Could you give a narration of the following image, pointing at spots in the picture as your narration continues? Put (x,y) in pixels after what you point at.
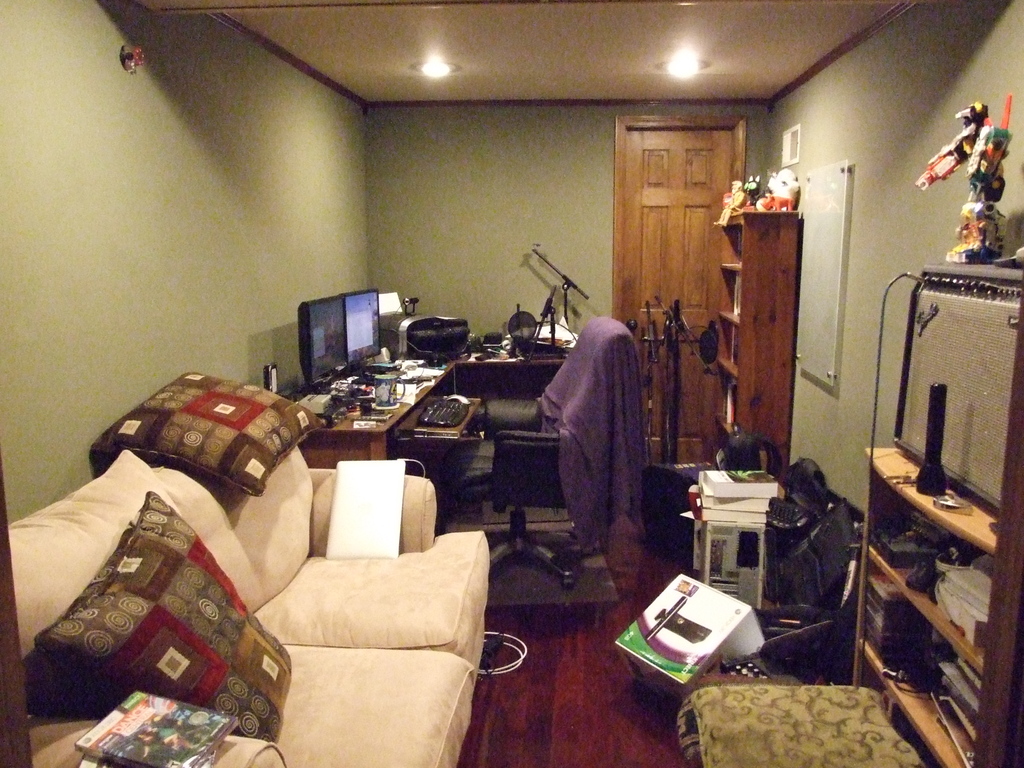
In this picture we can see a room (505,536) which consists of a sofa (385,655) there are two pillows (232,626) on the sofa (276,620) and we can see books (191,707) here on the left side of the image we can see two monitors (342,350) and a keyboard (451,406) here there is a Computer table (397,434) here we can see a cup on the table (376,433) and right side (685,220) you can a door (670,233) and wooden rack (749,285) and we can see a robot toy (977,184) on the ceiling (753,88) we can see lamps (684,67) here.
